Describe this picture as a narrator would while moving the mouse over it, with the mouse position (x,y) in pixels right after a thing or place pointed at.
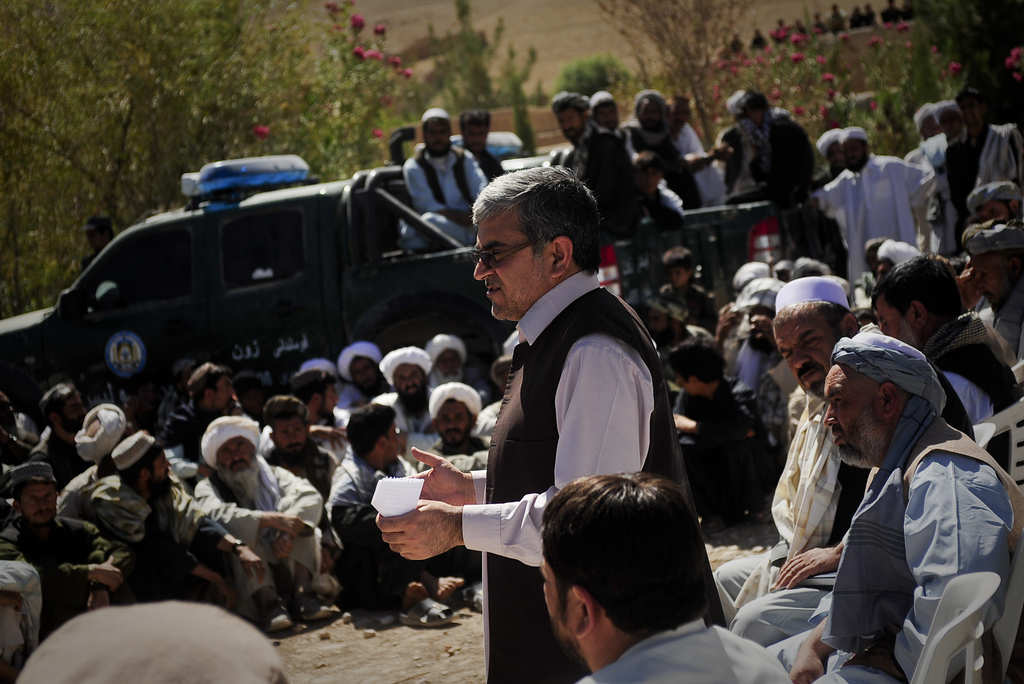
In the center of the image (526,369) we can see a man (475,260) standing holding a paper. We can also see a group of people (258,516) sitting around him. We can also see some people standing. On the backside (164,153) we can see some vehicles (281,224), a group of plants (163,167) with flowers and some trees (189,133).
